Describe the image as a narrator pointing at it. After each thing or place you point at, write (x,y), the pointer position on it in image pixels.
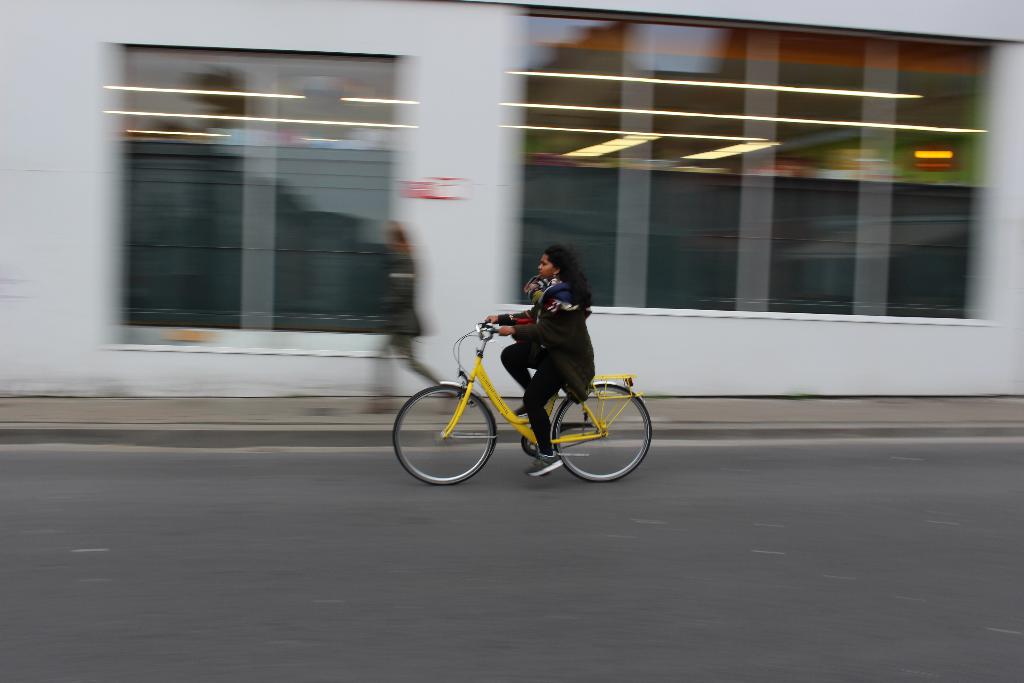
This picture is clicked outside. In the foreground (572,318) we can see a person (564,348) riding a bicycle (495,426) and we can see a person (405,295) seems to be holding an object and walking on a sidewalk (363,425). In the background (515,304) we can see the building (486,103), windows (774,206) of the building (953,254) and some objects (567,111).
